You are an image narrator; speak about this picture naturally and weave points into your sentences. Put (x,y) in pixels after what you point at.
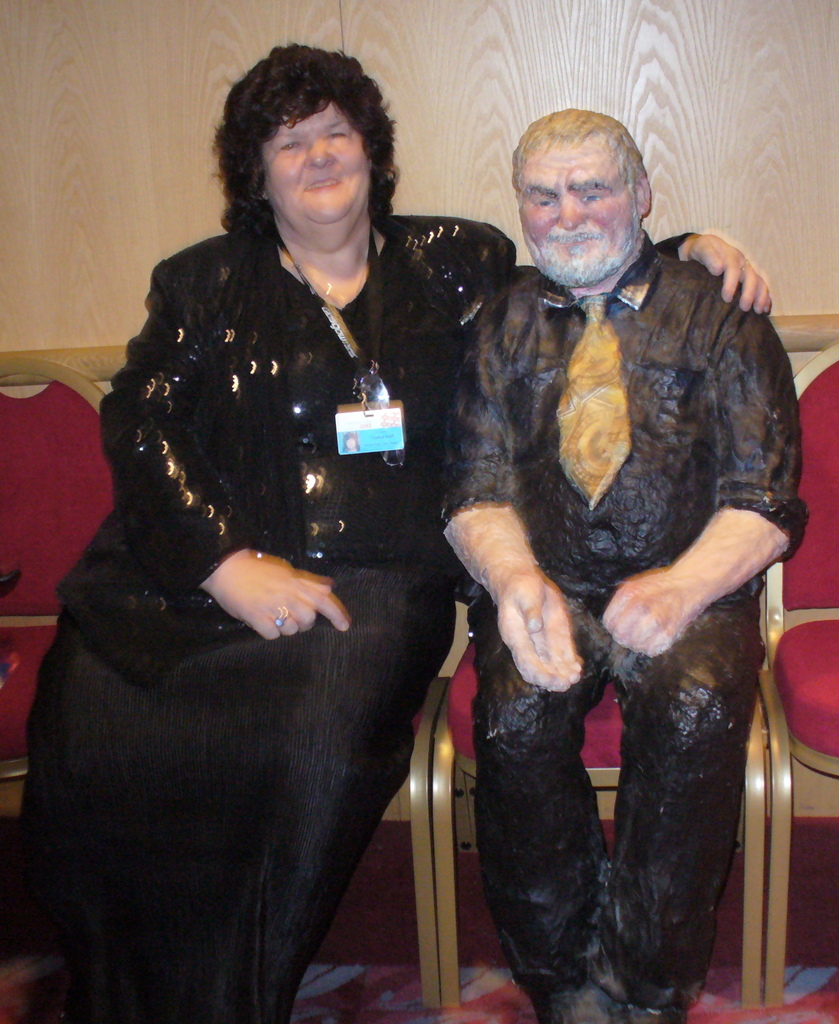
In this image we can see a woman (266,523) sitting on a chair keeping her hand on a statue (616,501) which is placed beside her. We can also see some empty chairs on the floor (611,834). On the backside (125,184) we can see a wall (126,221).
